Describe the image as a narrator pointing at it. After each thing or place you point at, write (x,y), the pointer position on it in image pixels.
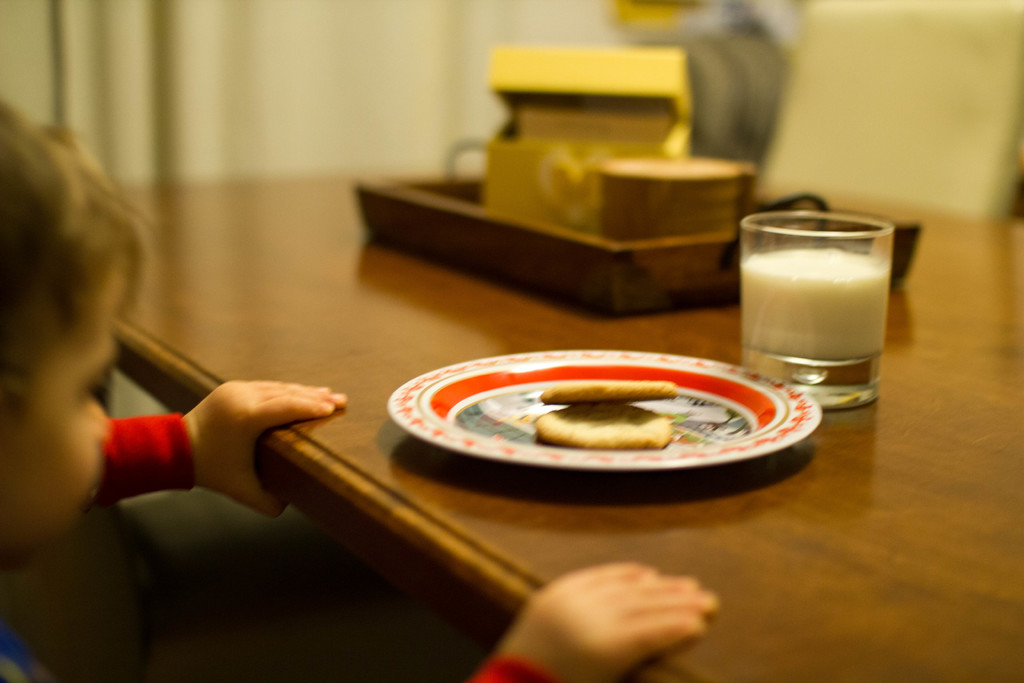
In this image there is a child (28,302) sitting on the chair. In front of him there is a table (407,309) and on top of the table (562,486) there is a glass (838,283) with milk (801,301), plate (652,374) with biscuits (631,424) and there are other few objects (575,239) on the table (413,289). Beside the table (283,186) there are curtains (256,74).
